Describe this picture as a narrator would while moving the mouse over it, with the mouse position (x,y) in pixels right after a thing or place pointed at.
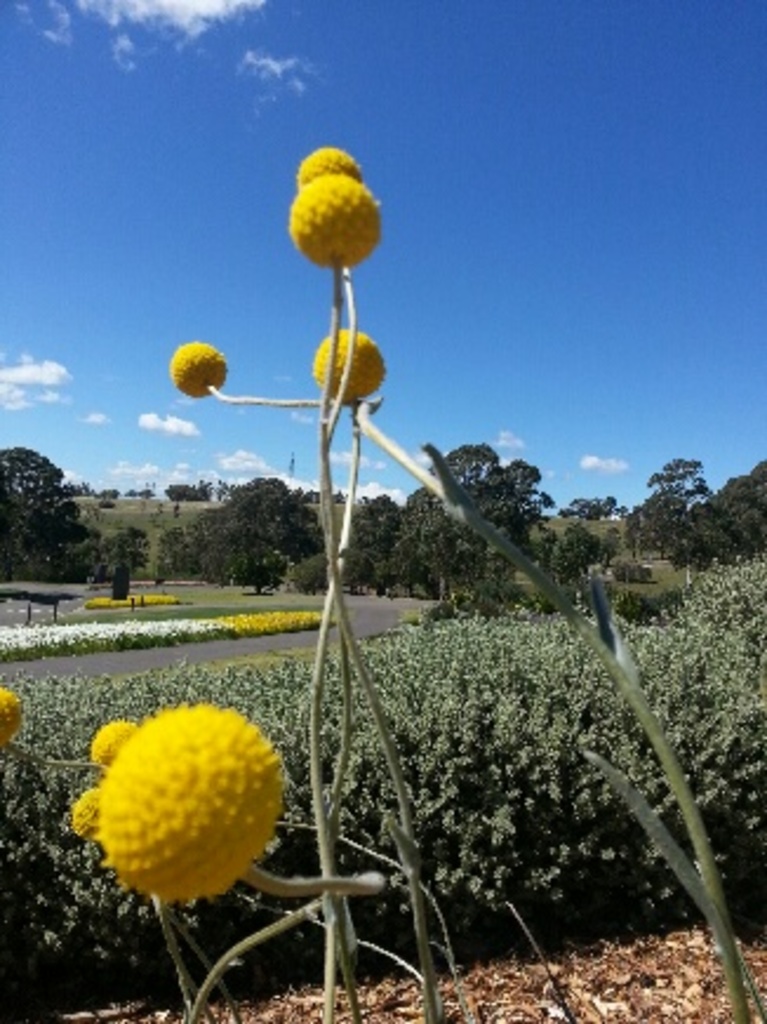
In this image we can see there is a road (200,648). Beside the road (360,626) there are grass (183,510), trees (239,518) and flowers (219,816). And at the top (364,150) there is a sky (414,220).
